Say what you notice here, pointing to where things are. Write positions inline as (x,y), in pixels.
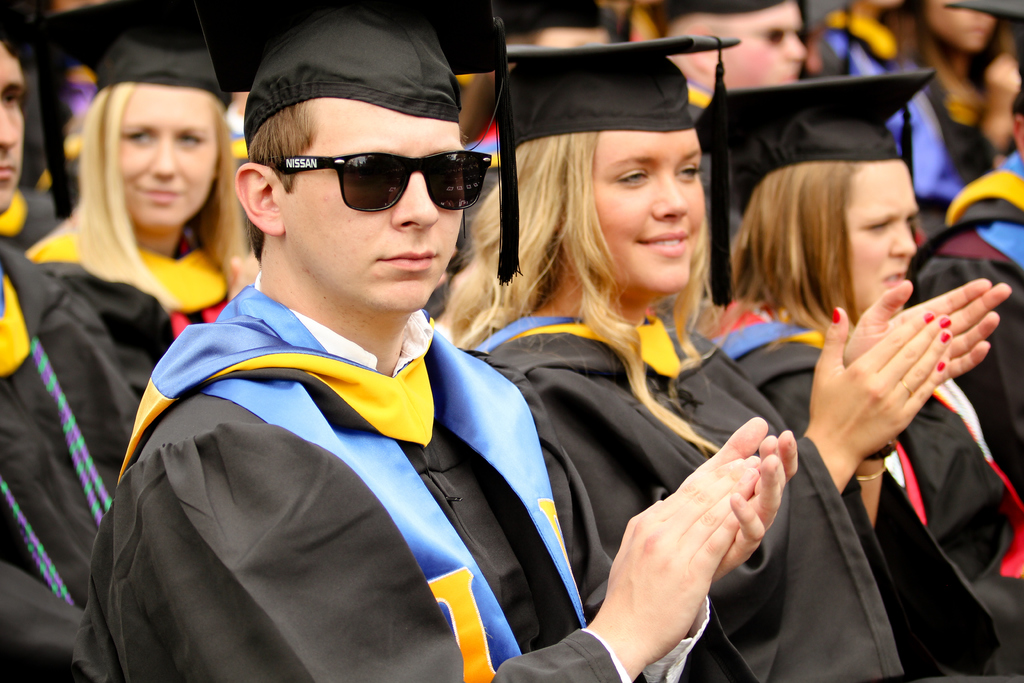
In this image we can see few people (546,318) sitting and a person (416,169) is wearing goggles (396,194).
